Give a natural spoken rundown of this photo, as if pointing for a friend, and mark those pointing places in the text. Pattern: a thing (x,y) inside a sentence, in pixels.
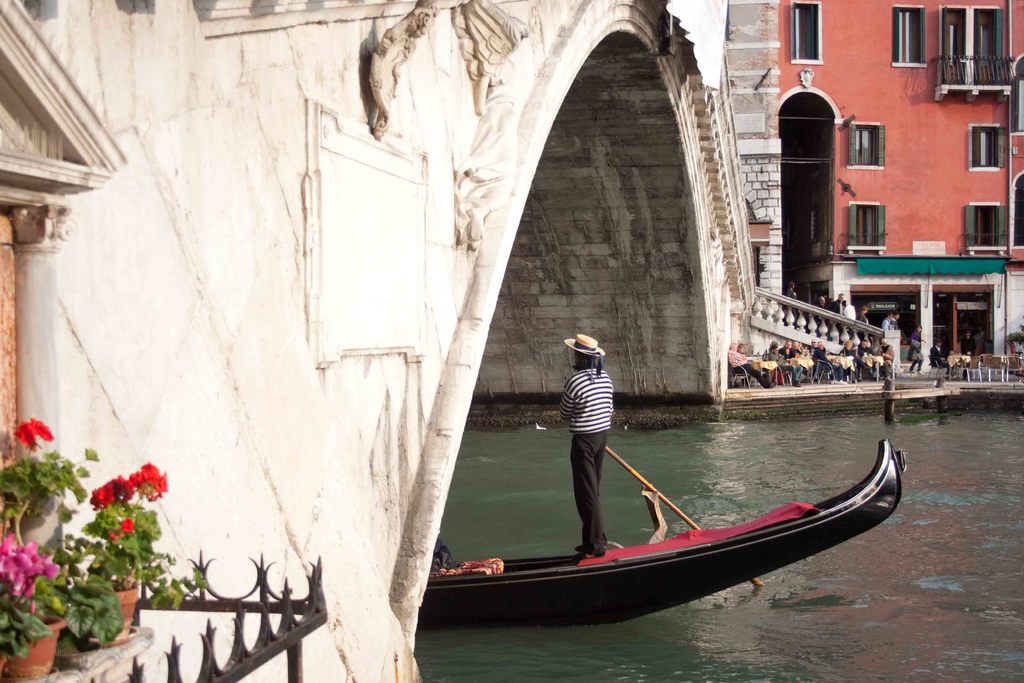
In this image we can see a person (581,550) holding an oar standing in a boat (690,577) which is on the water (869,594) under a bridge (616,253). On the left side (153,531) we can see some flower pots (120,593) and a fence (208,624). On the right side (846,274) we can see a building (905,157) with windows (867,157) and stairs (857,324). We can also see some people (833,375) sitting beside.
